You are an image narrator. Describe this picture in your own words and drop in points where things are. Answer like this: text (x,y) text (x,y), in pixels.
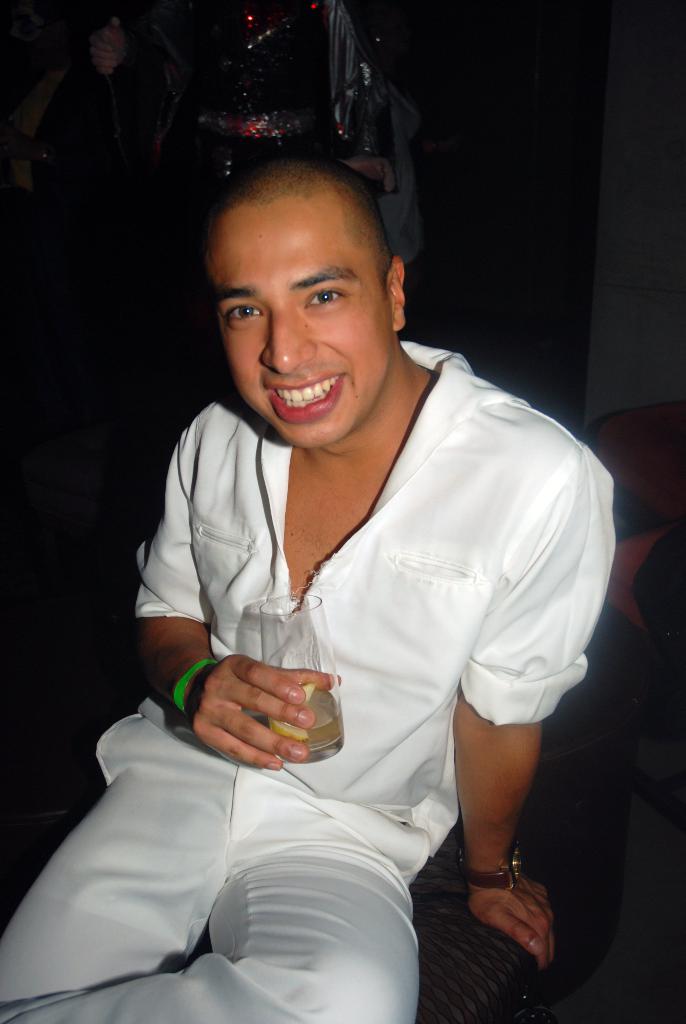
This picture describes about few people (330,359), in the middle of the image (306,388) we can see a man (361,488), he is sitting and he is holding a glass (262,623), we can see dark background (467,75).
